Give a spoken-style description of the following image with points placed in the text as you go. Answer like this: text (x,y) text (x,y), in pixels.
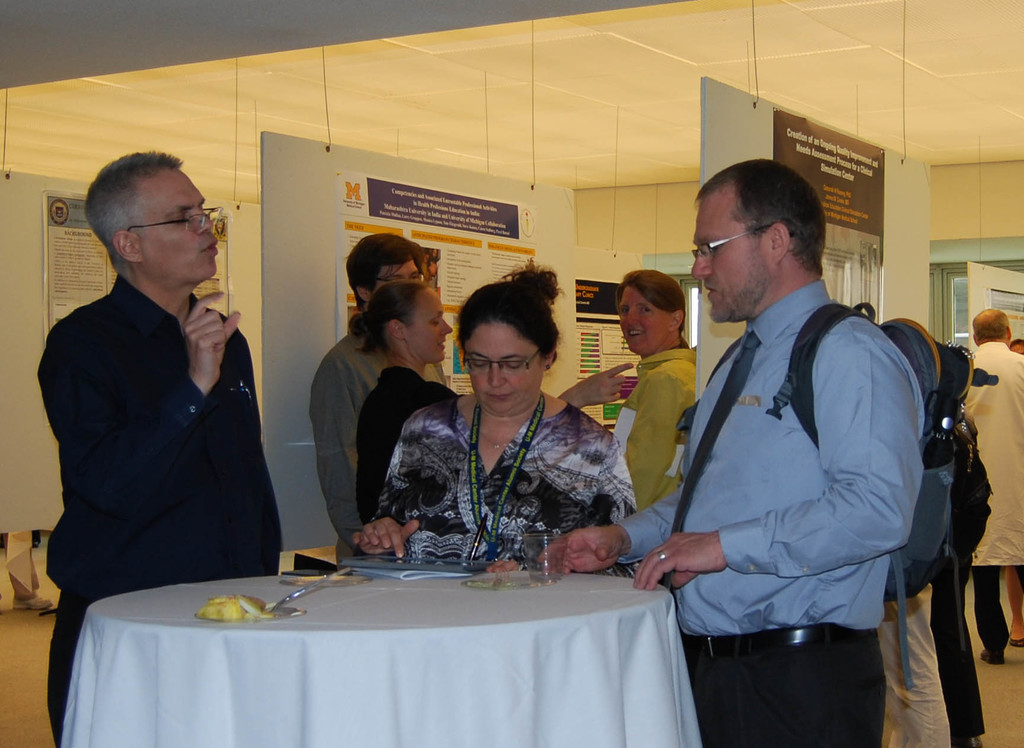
This is an inside view. At the bottom (237,679) there is a table (405,689) which is covered with a white color cloth (307,717). On the table (299,658) few papers (372,573), glass (551,544) and some other objects (396,569) are placed. Around the table (186,608) two men (724,583) and a woman (523,456) are standing. The man (199,423) who is on the left side (116,474) is speaking and the other man (772,420) is wearing a bag (945,424). In the background (686,366), I can see some more people (975,703) standing on the floor (996,686) and also there are two boards (520,197) on which I can see some text (467,203). In the background (252,243) there is a wall (60,275) on which few posters (54,243) are attached. On the right side (948,282) there is a window (959,269) to the wall (962,206).
